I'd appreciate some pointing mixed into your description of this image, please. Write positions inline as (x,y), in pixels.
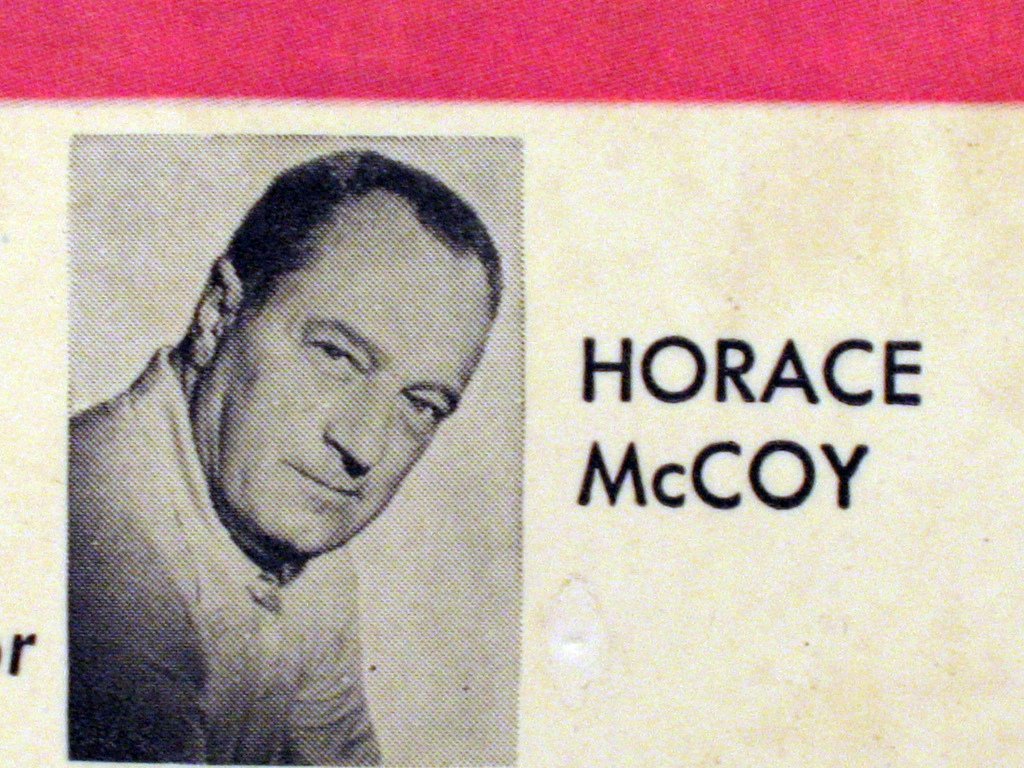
There is a person's photo (324,455) with something written on that.
